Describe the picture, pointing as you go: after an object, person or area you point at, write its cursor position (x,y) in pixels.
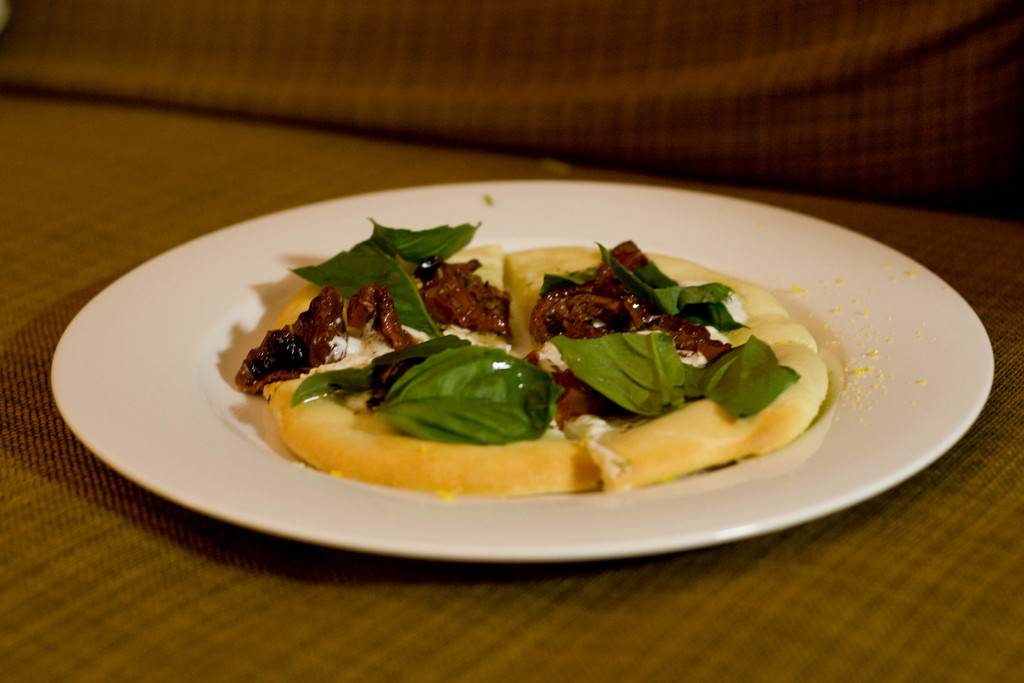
In the image on the brown color surface (611,170) there is a white plate (407,207). In the plate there is a food item (382,348) and green leaves (702,310) on it.
